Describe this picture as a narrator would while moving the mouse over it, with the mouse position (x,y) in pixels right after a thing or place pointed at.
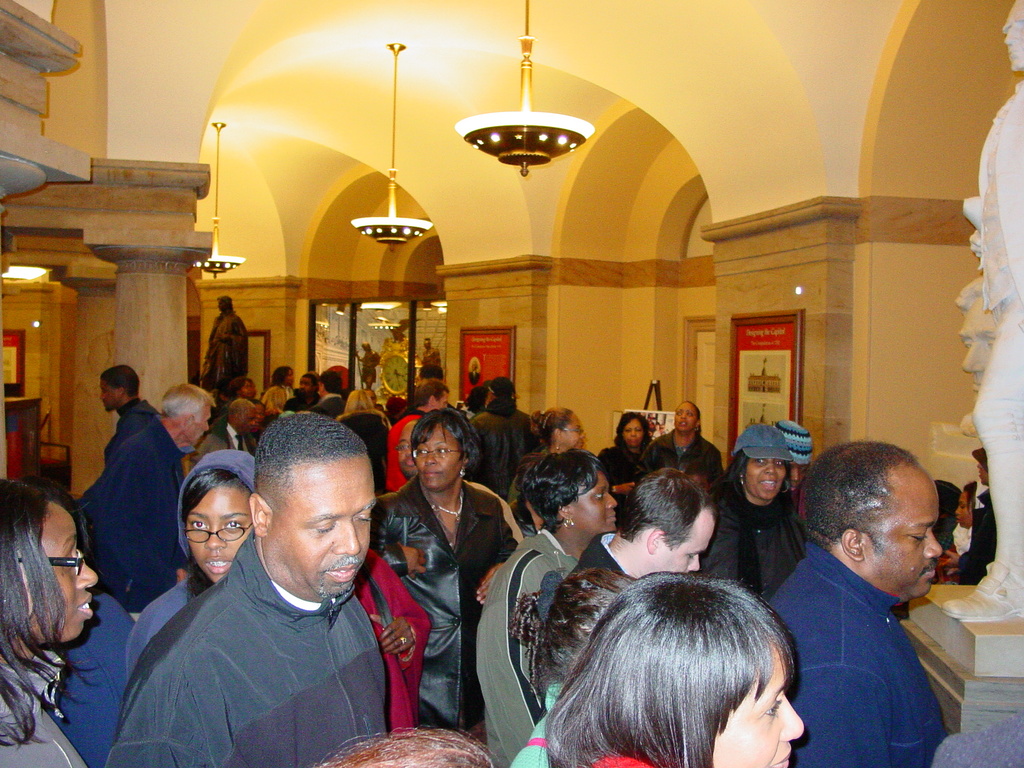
In this picture we can see caps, spectacles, statues (1007,418), frames (481,338), clock (399,348), lights (502,147), pillars (91,350) and a group of people (189,415) standing and some objects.
